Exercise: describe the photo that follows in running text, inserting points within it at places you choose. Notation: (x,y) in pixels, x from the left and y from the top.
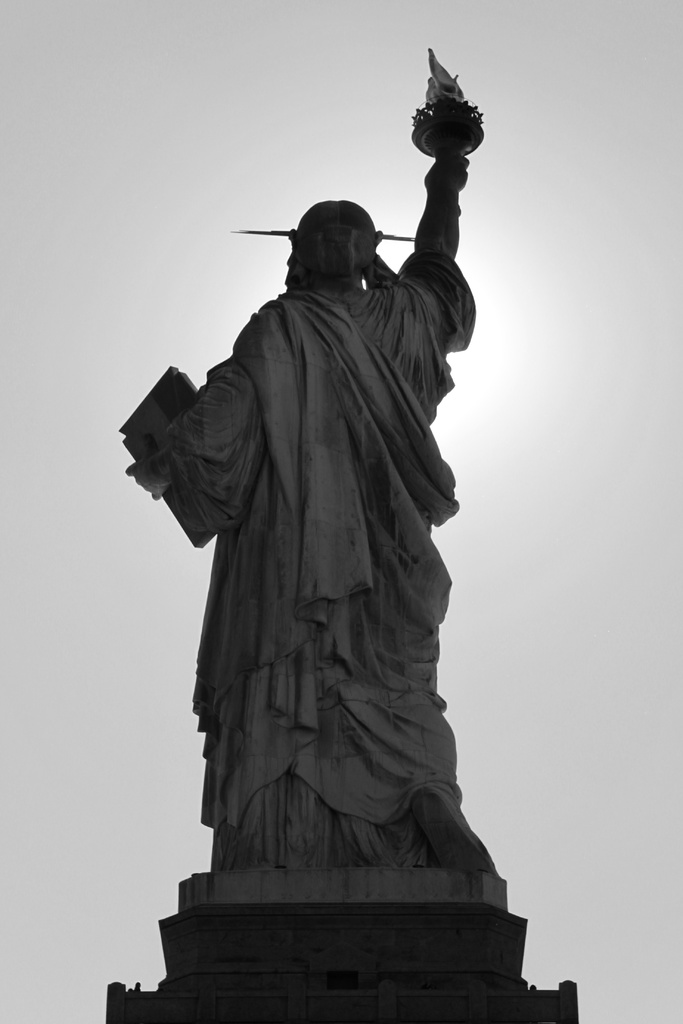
In the image we can see a sculpture (333,472) of a person (319,642) standing and the sky (576,608).
